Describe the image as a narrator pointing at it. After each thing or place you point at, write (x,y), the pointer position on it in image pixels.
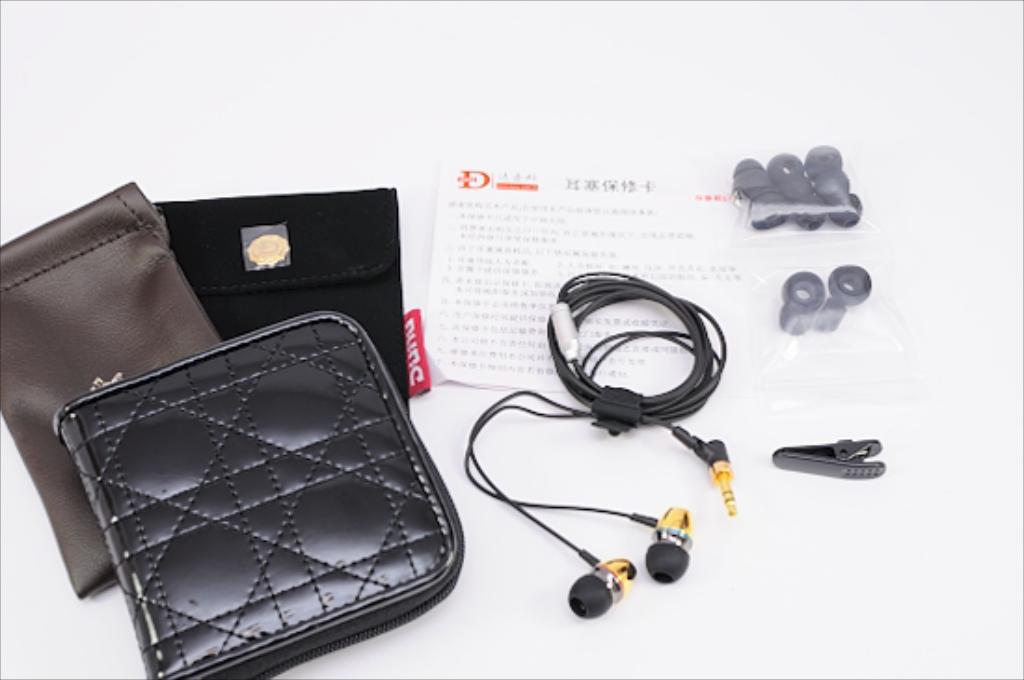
In this image we can see headphones (608,342), wallet (291,507), pouches (295,278), paper (478,262) and earbuds (817,291) in the polythene covers (826,348) are placed on the table (644,81).
